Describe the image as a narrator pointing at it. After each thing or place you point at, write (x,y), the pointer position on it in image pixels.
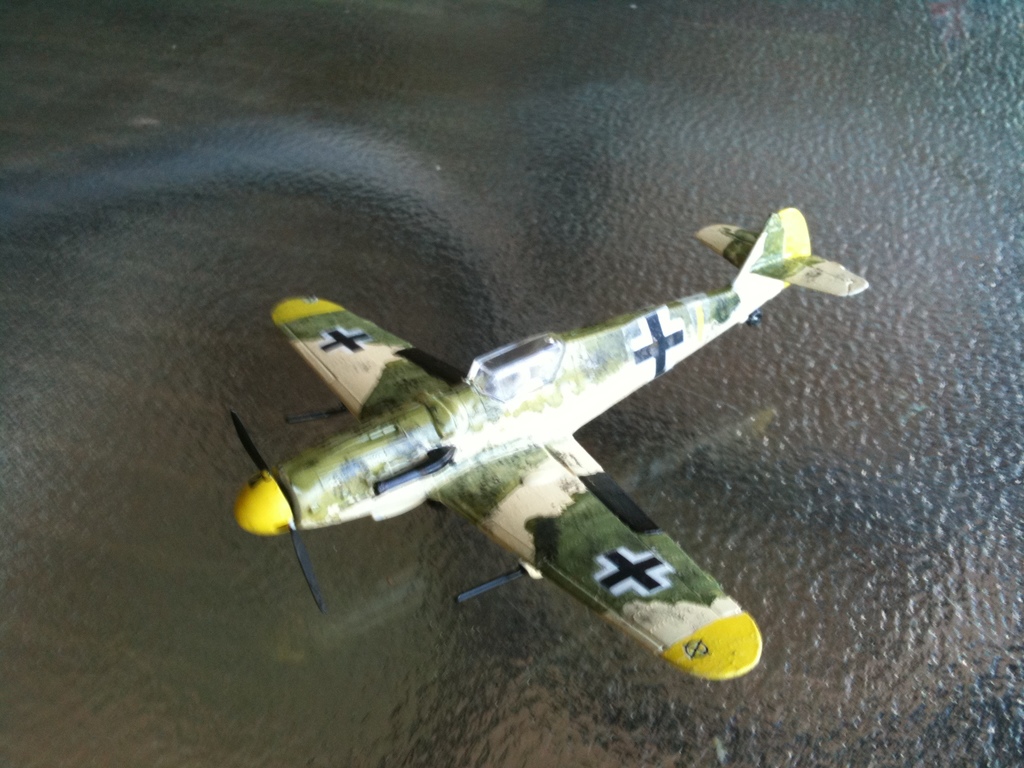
In the center of the picture (360,384) there is a model aircraft (526,429), on a table (195,425). At the bottom (664,754) there is a glass surface (211,538).
